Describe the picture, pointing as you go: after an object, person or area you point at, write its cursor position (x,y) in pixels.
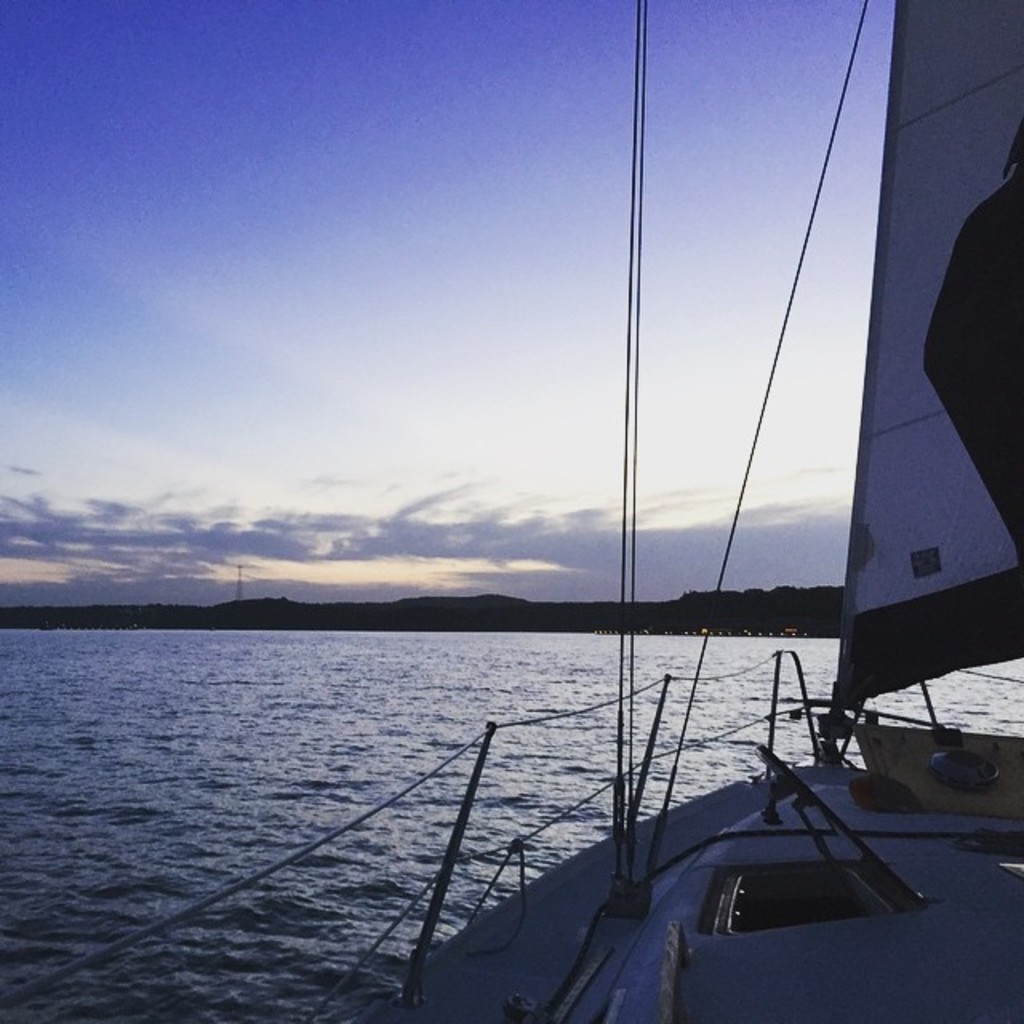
The picture is taken from a boat (744,903). In the foreground (770,980) it is boat (983,763). In the middle of the picture (575,648) there is a water body (310,682). In the background (525,607) we can see hills (399,609) and clouds (347,532). At the top (513,217) it is sky (689,249).
